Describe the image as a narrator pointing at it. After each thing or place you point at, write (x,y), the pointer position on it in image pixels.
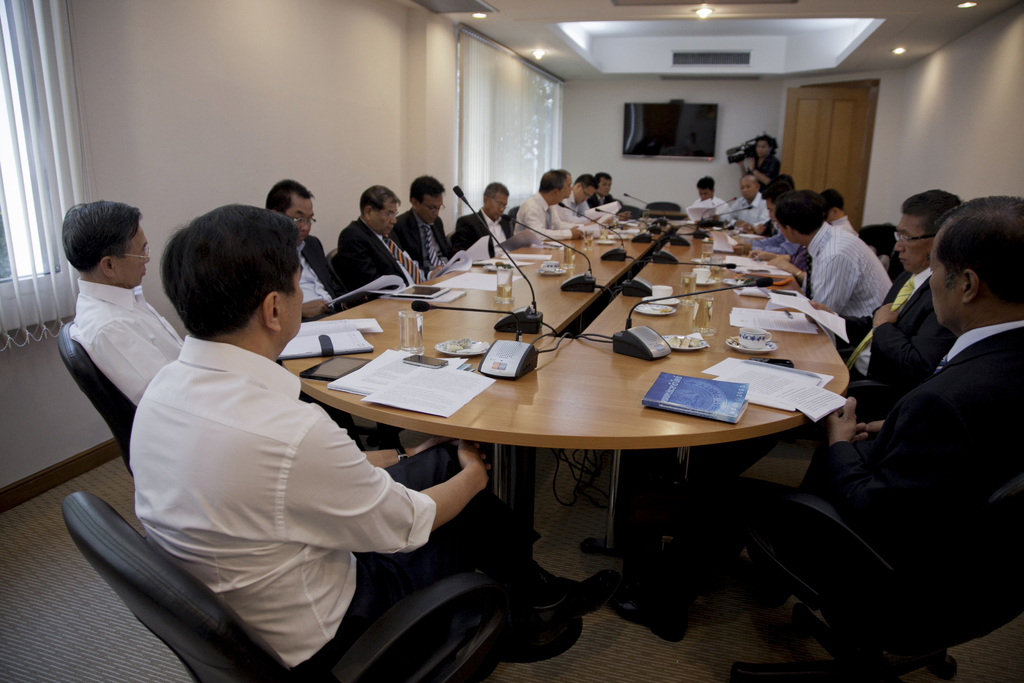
This picture is of inside the conference room (725,369) and there are group of persons (569,191) sitting on the chairs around the table (707,364). In the center (588,398) there is a table (603,386) on the top of which microphones (615,349), glasses (406,323) and some papers (781,310) are placed. In the background (844,113) we can see a door (844,100), a wall mounted television (706,120) and a person (763,152) holding a camera (737,153) and standing.
